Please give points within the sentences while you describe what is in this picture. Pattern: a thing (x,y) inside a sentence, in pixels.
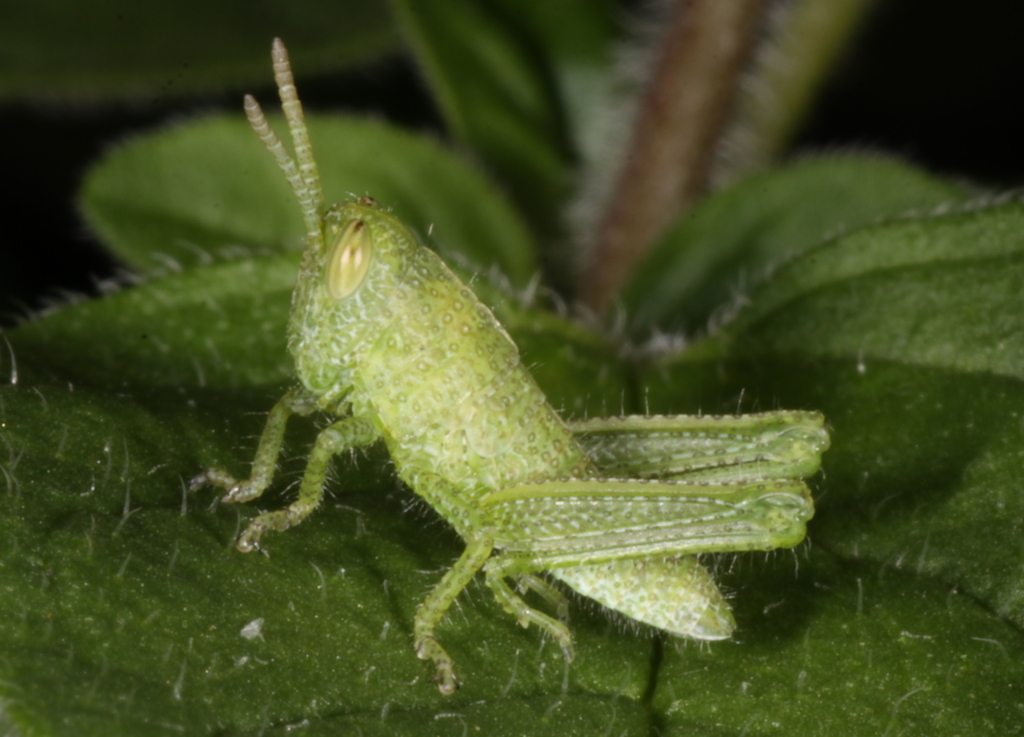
In the center of the image (458,374) a grasshopper (416,442) is present on the leaf (14,652).
